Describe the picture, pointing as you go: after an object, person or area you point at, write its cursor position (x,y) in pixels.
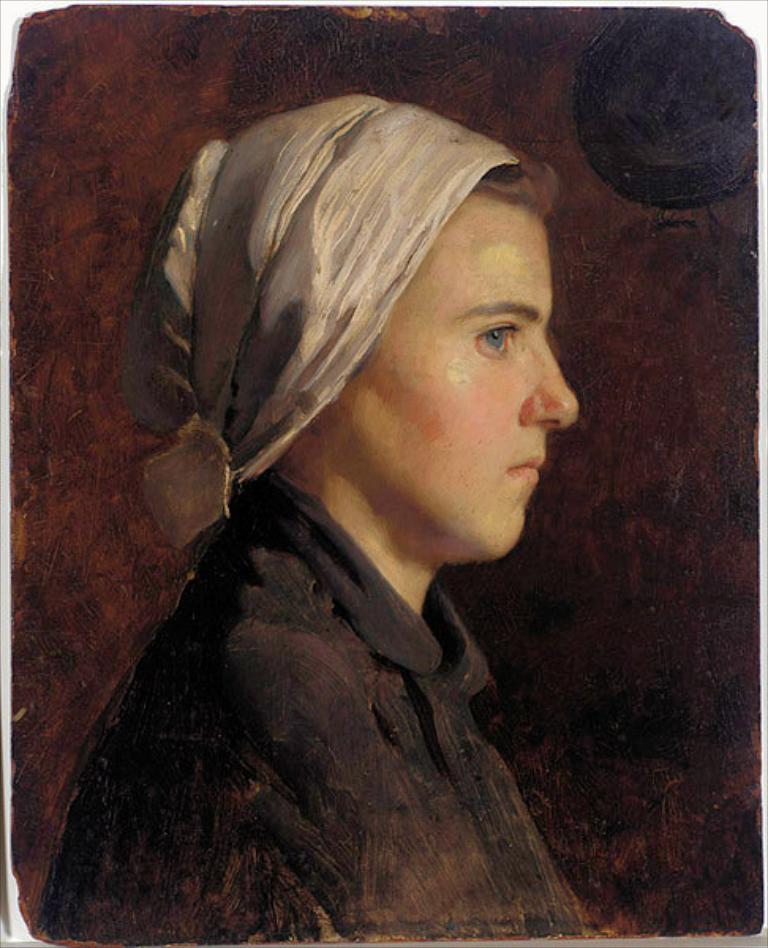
In this image I can see a painting (340,602) of a person (344,397) and the background (276,54) is brown.
